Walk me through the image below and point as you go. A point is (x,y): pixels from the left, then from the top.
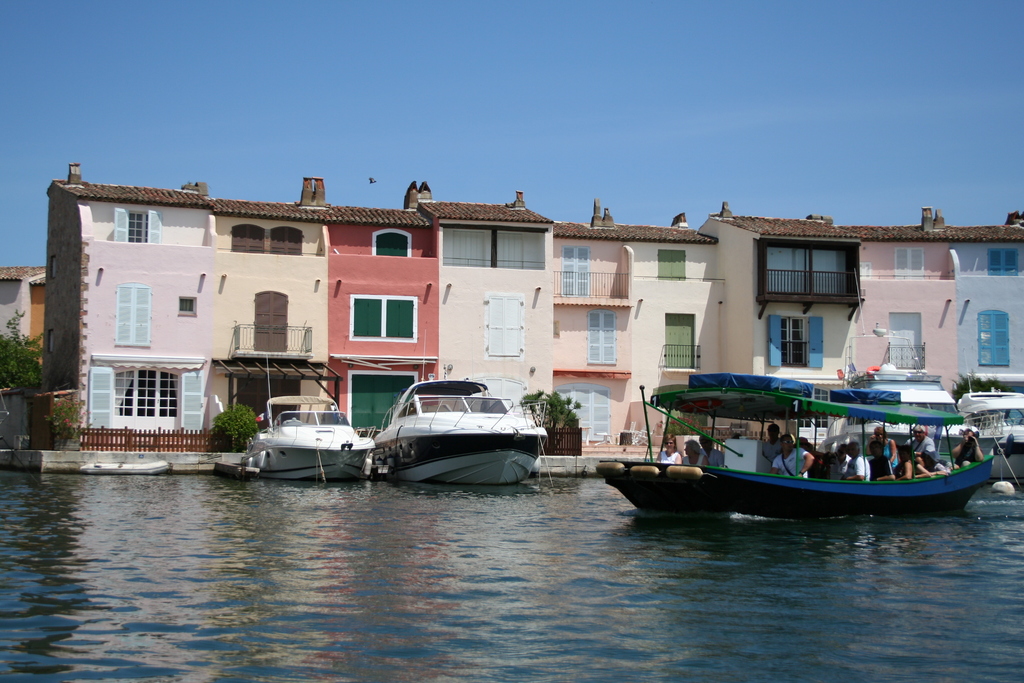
On the right (884,434) we can see group of persons (808,442) sitting on the boat (735,458). Here we can see two boats (358,460) which is near to the wooden fencing (107,446) and plants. On the background (634,266) we can see buildings (457,355). On the top (600,106) there is a sky (488,70). On the bottom (504,625) we can see water (391,642).
